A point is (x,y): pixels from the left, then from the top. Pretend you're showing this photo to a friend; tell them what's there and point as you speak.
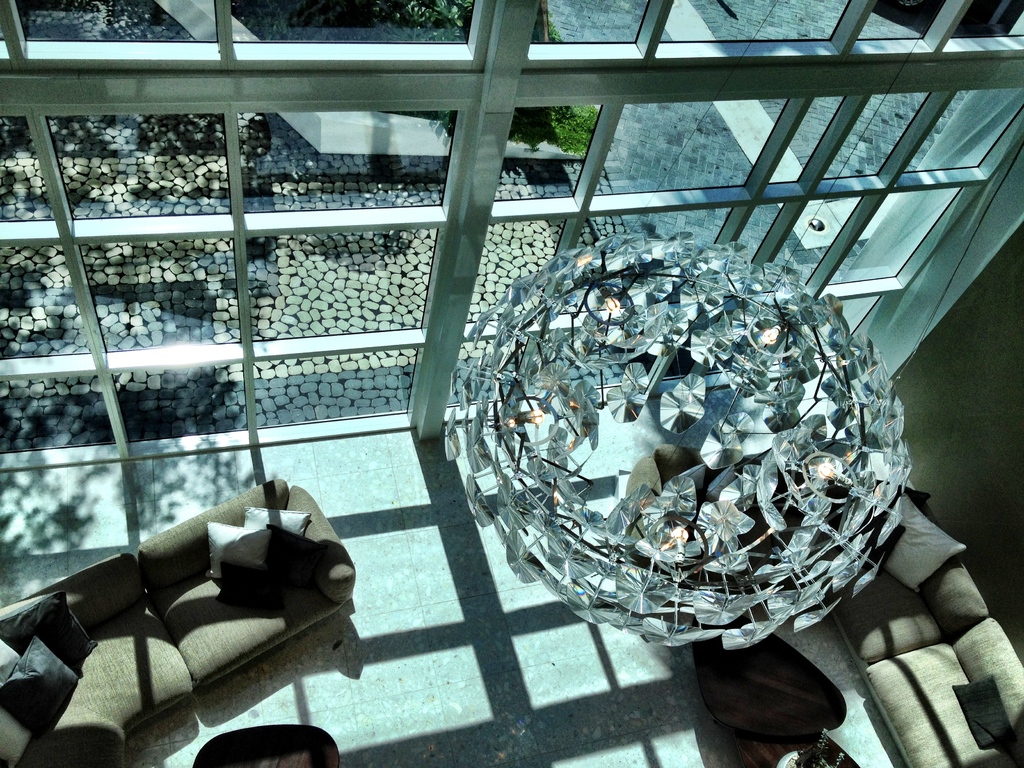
In this image there are pillows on the couches (284,485). There are tables (706,705). On the right side of the image (804,757) there is some object (827,749). There is a chandelier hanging from the top. In the background of the image (891,33) there are glass windows (628,131) through which we can see grass (427,32) on the surface (394,162).
